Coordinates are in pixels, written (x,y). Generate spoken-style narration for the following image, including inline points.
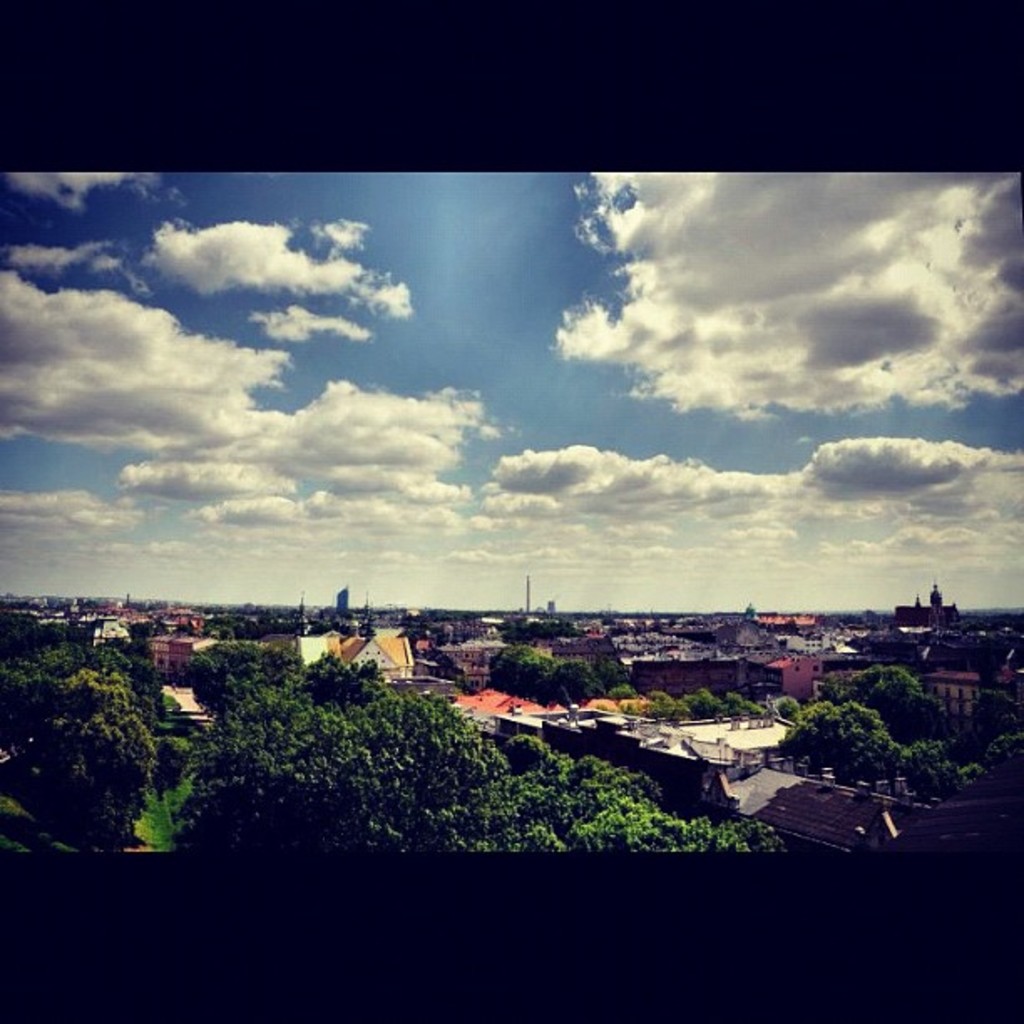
This image is taken outdoors. This image is an edited image. At the top of the image (383,302) there is a sky (371,494) with clouds (391,494). At the bottom of the image (748,686) there are many houses (458,705) and buildings (774,733). There are many trees (269,684) with leaves (285,784), stems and branches (564,800) and there are few plants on the ground (162,815).
